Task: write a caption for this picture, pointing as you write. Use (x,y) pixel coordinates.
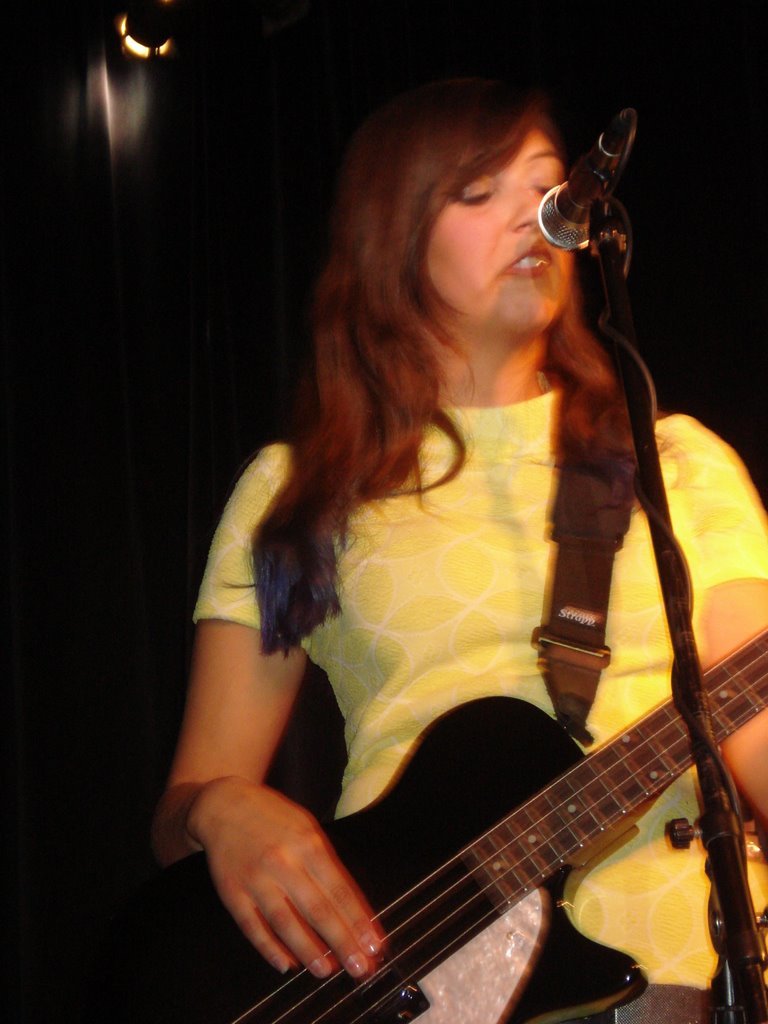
This woman (545,288) is playing a guitar (487,826) in-front of mic (572,237). This woman (313,968) wore yellow t-shirt (450,550). This is mic (575,215) with holder (662,499).
